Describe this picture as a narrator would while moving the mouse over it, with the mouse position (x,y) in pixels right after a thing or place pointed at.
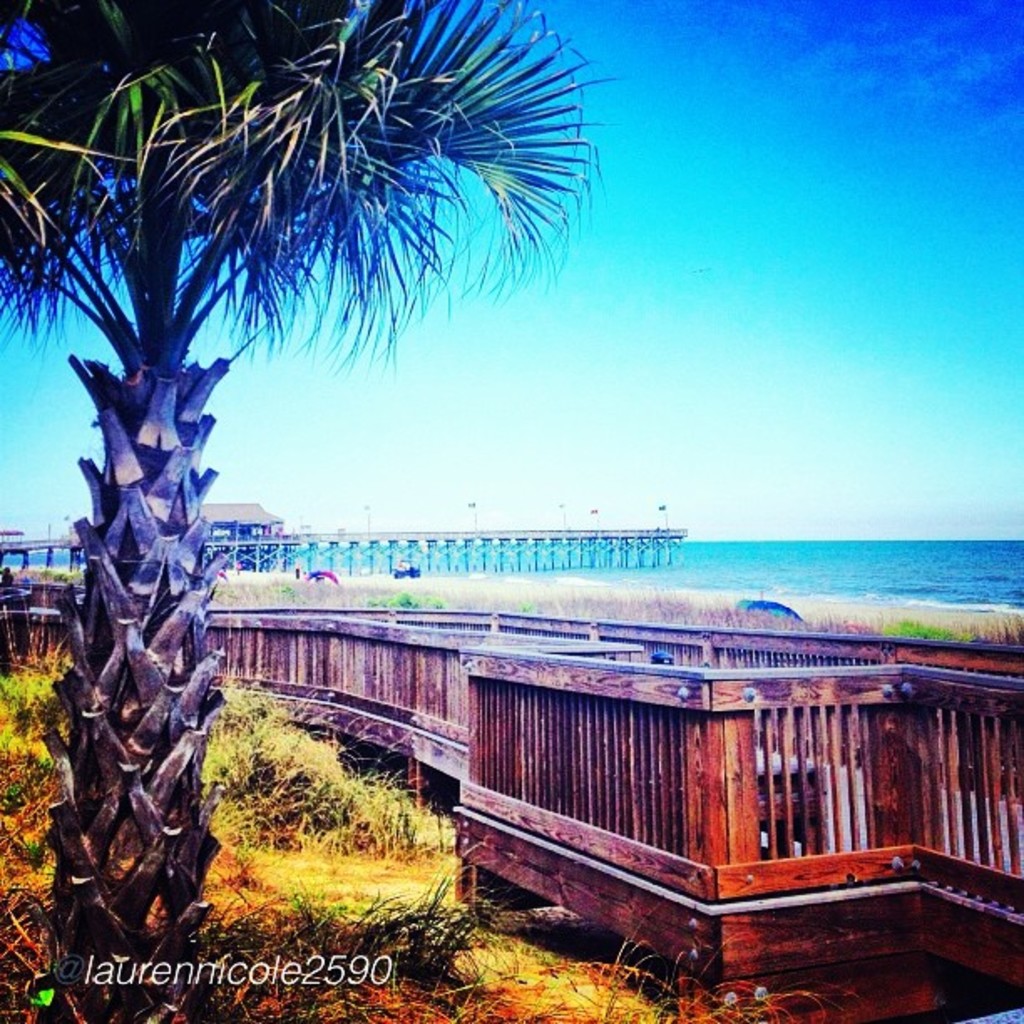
In this image I can see the tree (163,683), grass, bridge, shed (243,516), poles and wooden fencing (723,788) and the water (865,562). The sky (530,344) is in blue and white color.
